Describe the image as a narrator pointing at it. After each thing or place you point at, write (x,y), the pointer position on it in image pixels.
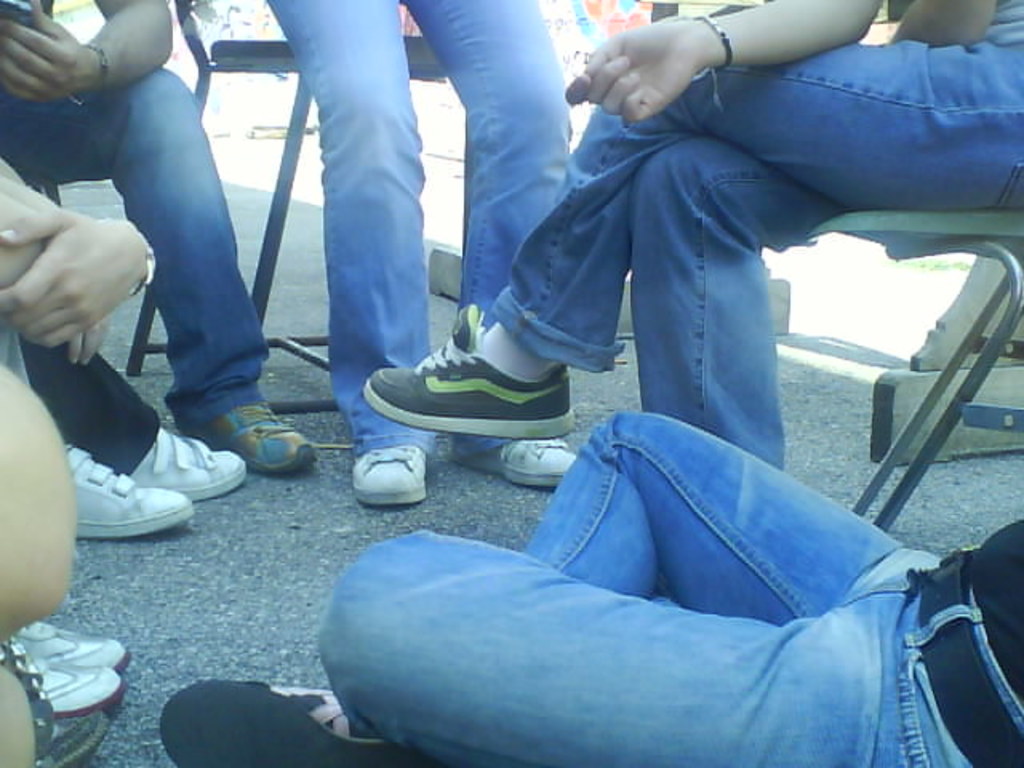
In this image we can see few person's legs (364,647) wearing blue jeans (598,120) and shoes (168,432), where among these two people (624,638) are sitting on the road (145,684), these two people (512,344) are sitting on the chairs (41,192) and this person (380,169) is standing on the road (437,166). In the background of the image (252,117) we can see a wall (220,30).
